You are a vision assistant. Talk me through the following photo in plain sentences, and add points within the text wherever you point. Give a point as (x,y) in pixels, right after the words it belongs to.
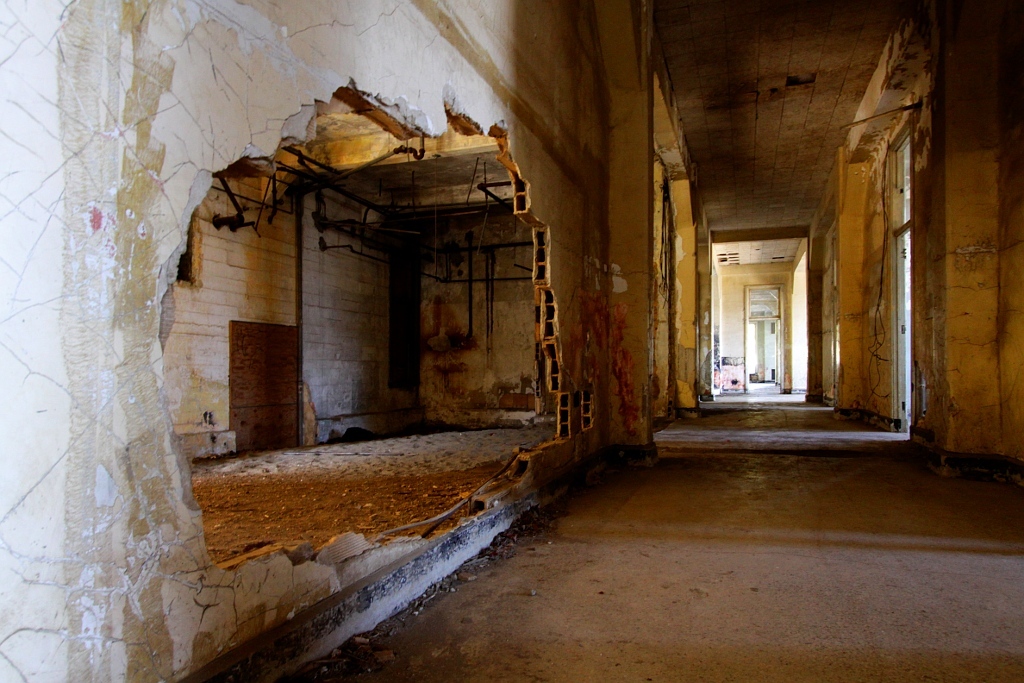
In this picture I can see the inside view of a house (751,236), there are iron rods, cables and some other items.
